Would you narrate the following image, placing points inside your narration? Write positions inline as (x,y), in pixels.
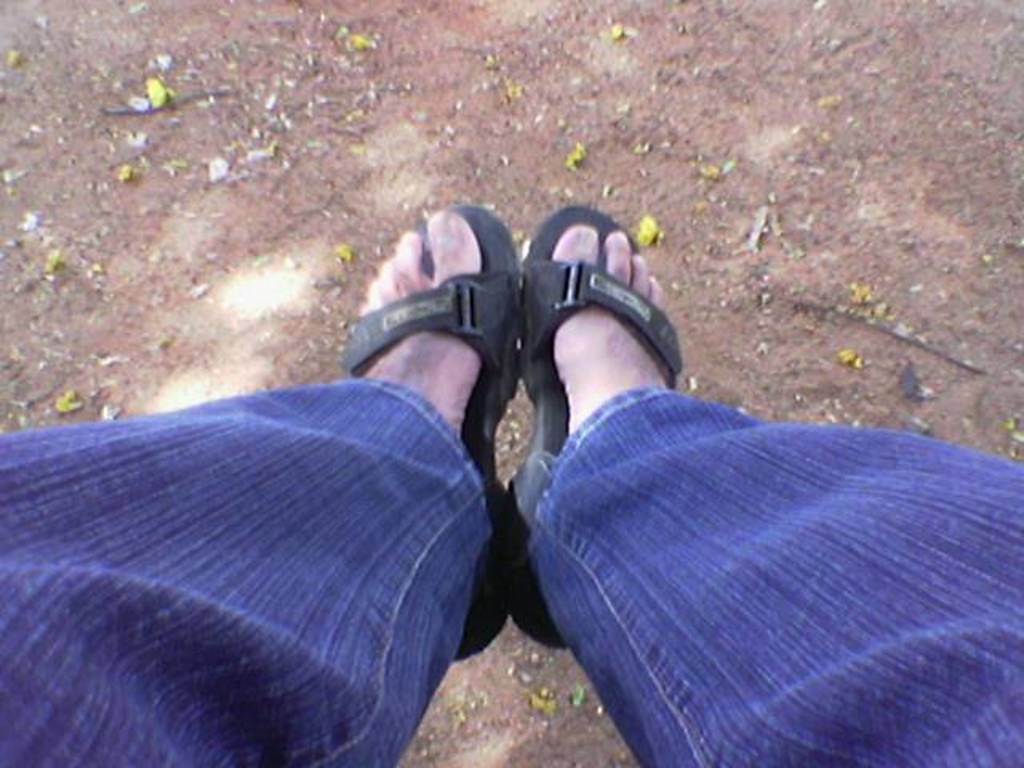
In this image I can see a person leg (462,488) and wearing blue color jeans (703,619). Person (445,358) is wearing black color sandal (533,295). I can see yellow color flower (647,241) and mud (868,196) on the road (822,196).
